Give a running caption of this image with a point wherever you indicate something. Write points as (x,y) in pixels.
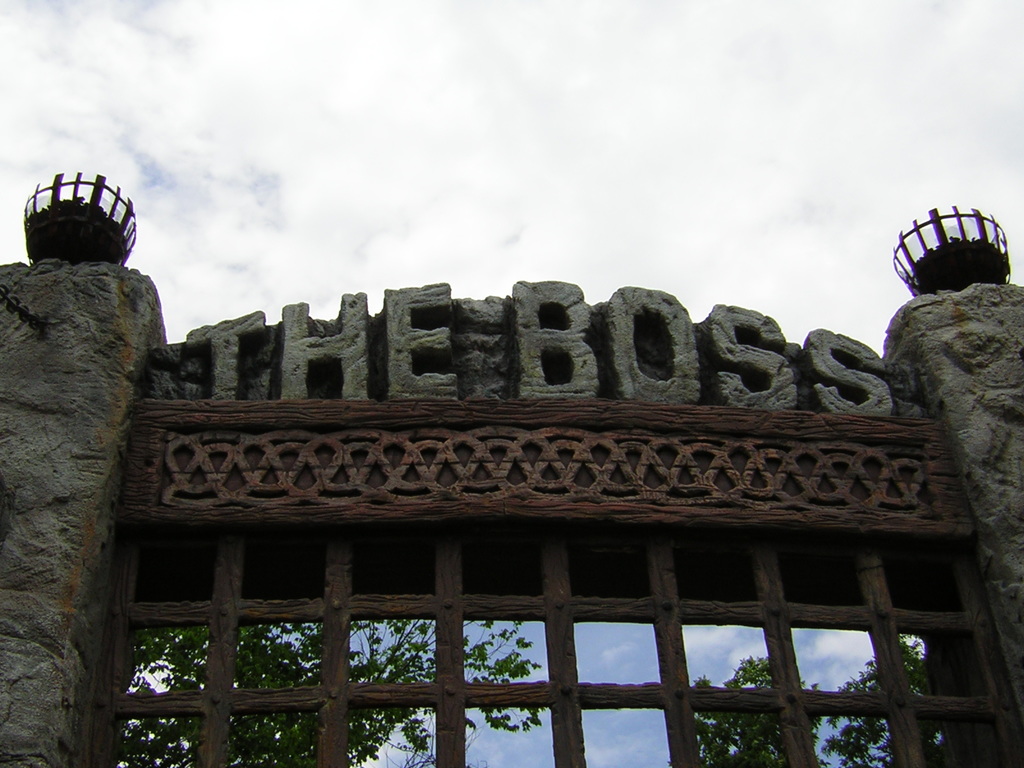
In this image I can see a wooden gate (451,639) and two stone pillars (34,536) and THE BOSS is written on the top of the gate (787,440) and there are two fire lanterns (96,224) on the top of stone pillars (88,297). Also there are trees (185,673) and at the top of the image (429,169) there is a sky (426,167).
